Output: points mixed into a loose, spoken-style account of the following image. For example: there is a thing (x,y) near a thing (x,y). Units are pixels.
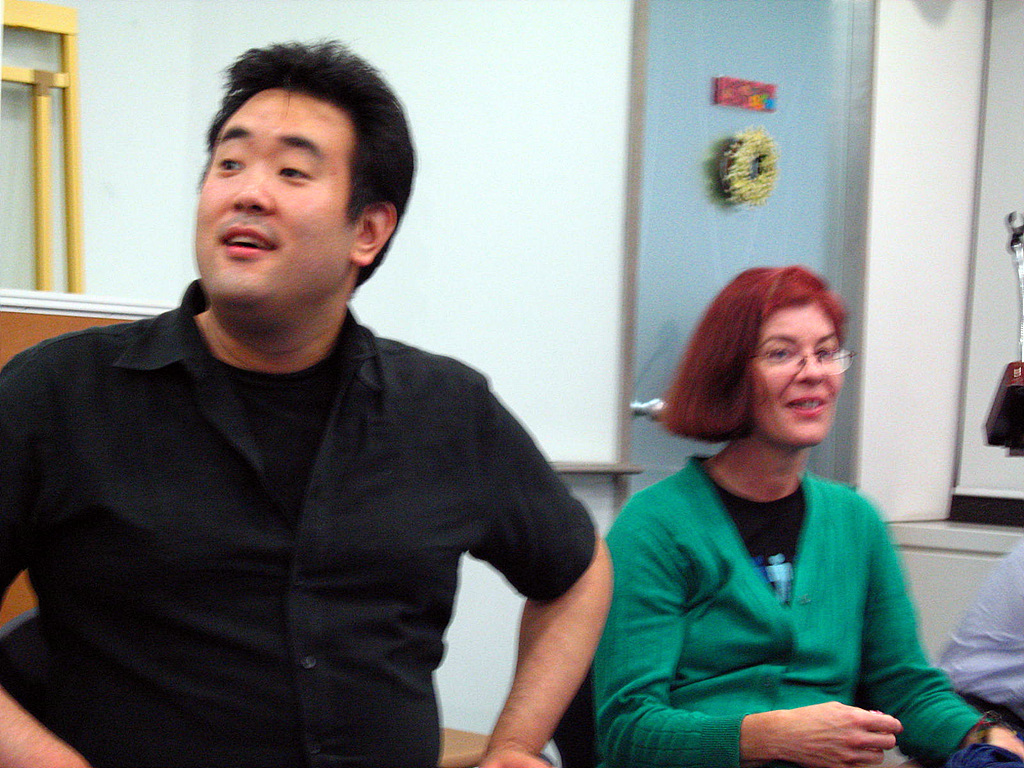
This image consists of a man (205,570) and a woman (716,550). The man (321,546) is wearing a black dress (327,590). And the woman (738,619) is wearing a green dress (757,605). In the background (102,114), there is a wall (914,131).
